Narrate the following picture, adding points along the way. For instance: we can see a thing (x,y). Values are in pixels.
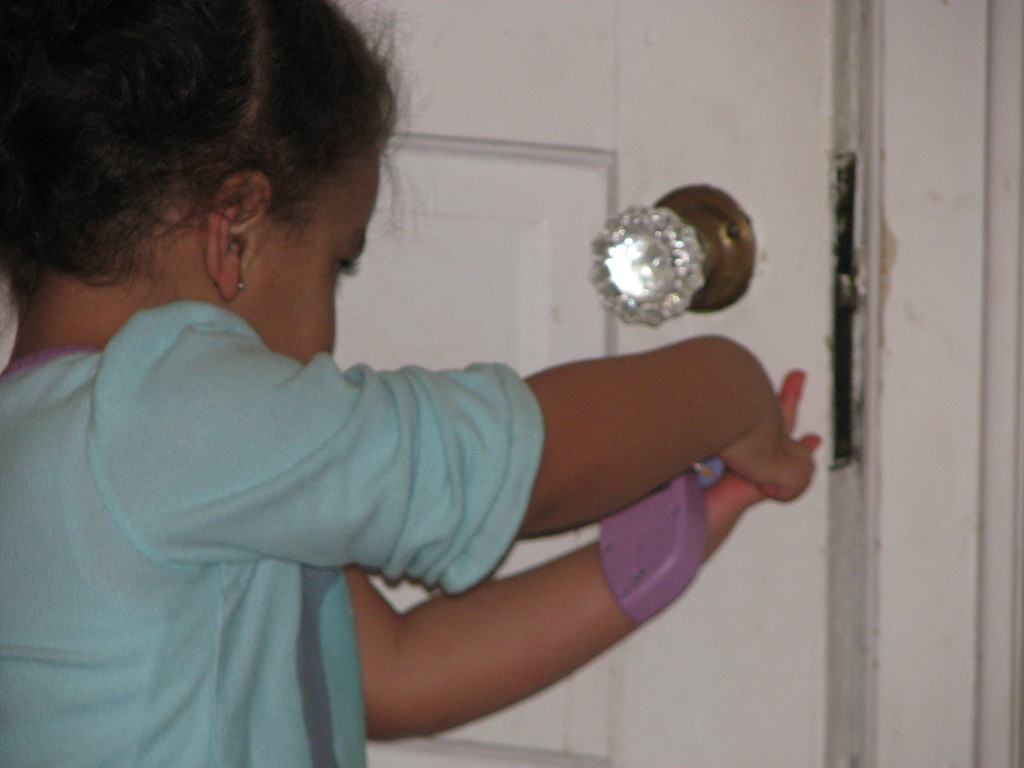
Here in this image I can see a girl (144,391) is holding a tool (648,533) in her hands (710,491). I can see a door (648,175) of a white color.
